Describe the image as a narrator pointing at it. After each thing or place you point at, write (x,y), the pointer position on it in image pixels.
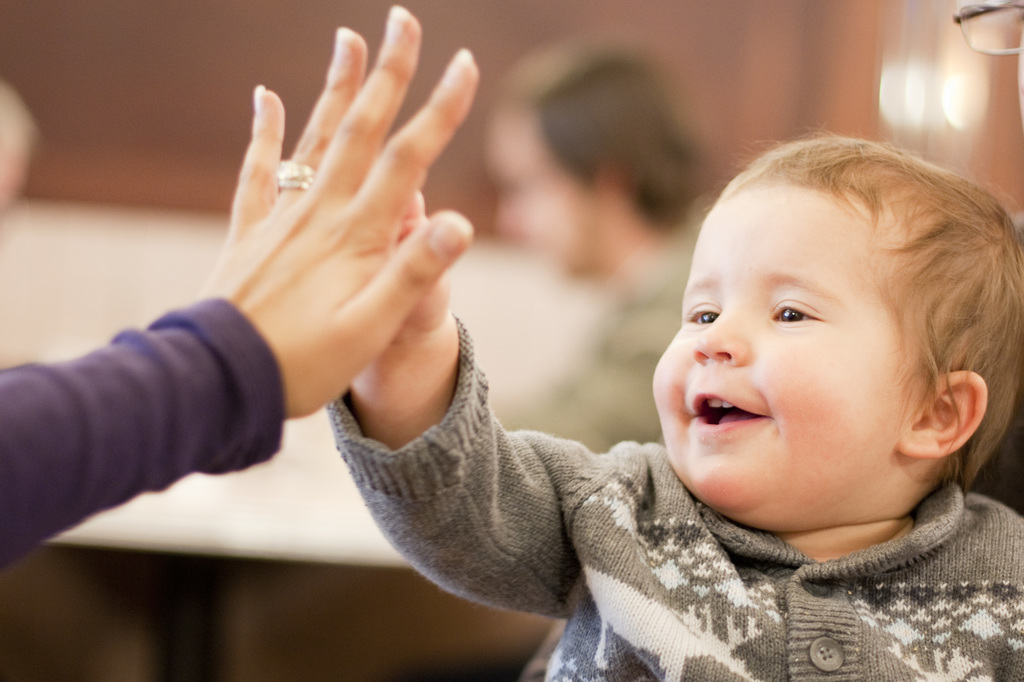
In this image I can see the baby (715,627) and the baby (591,608) is wearing gray and white color dress (544,578) and I can also see the other person's hand (319,347) and I can see the blurred background (598,9).
